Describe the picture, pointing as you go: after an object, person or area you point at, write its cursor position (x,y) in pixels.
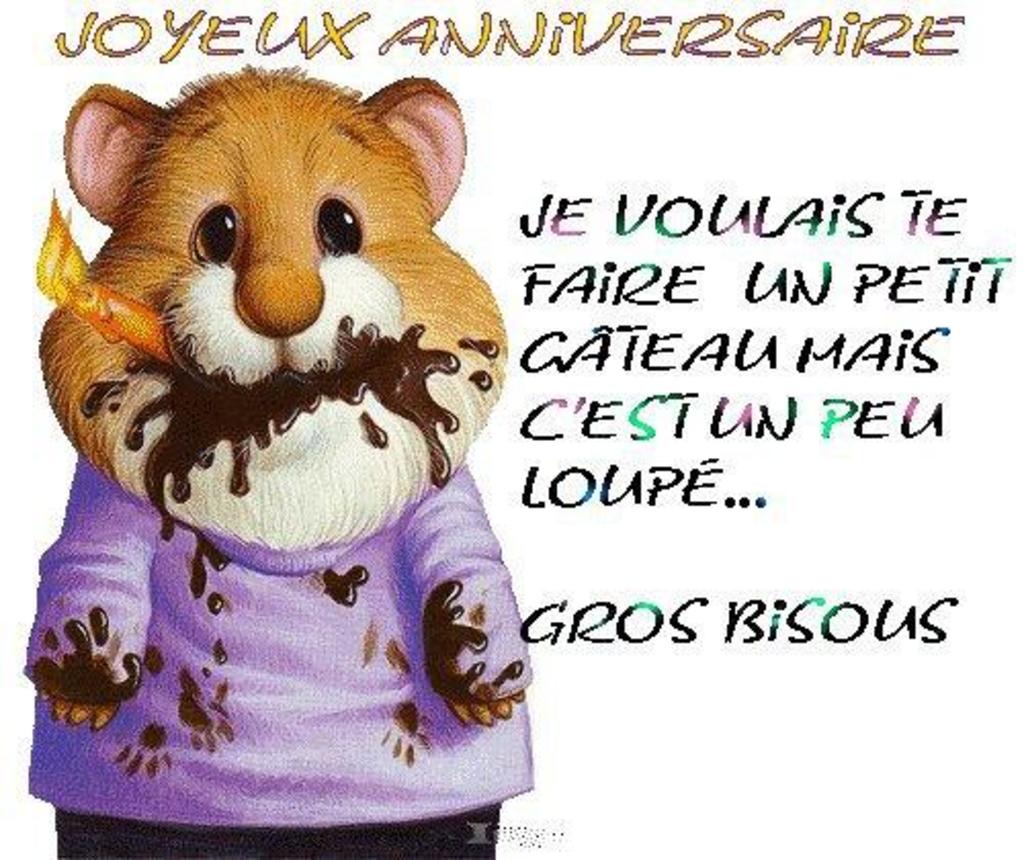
In this image there is a cartoon figure (288,377), beside the cartoon figure (361,389) there is some text (553,622) written.
